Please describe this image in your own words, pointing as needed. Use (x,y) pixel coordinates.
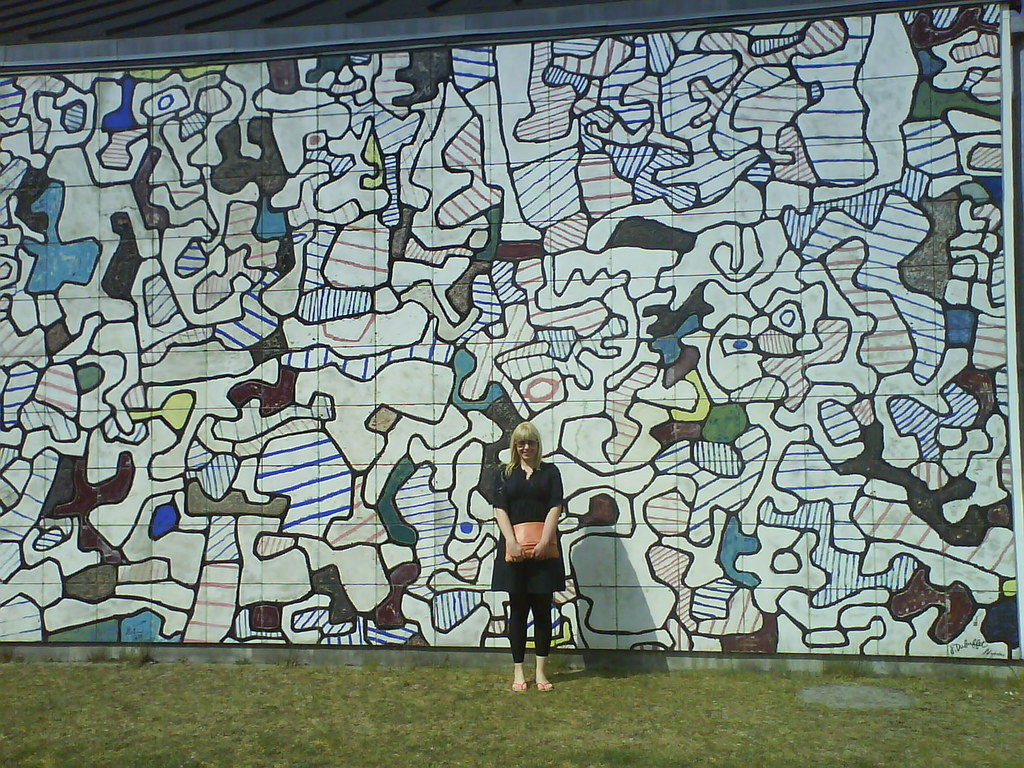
In this image in the center (554,491) there is one woman (536,585) who is standing and she is holding a bag (529,553), at the bottom (350,680) there is grass (74,724). In the background (276,150) there is a wall (596,323), on the wall (525,365) there is some art (386,351).
